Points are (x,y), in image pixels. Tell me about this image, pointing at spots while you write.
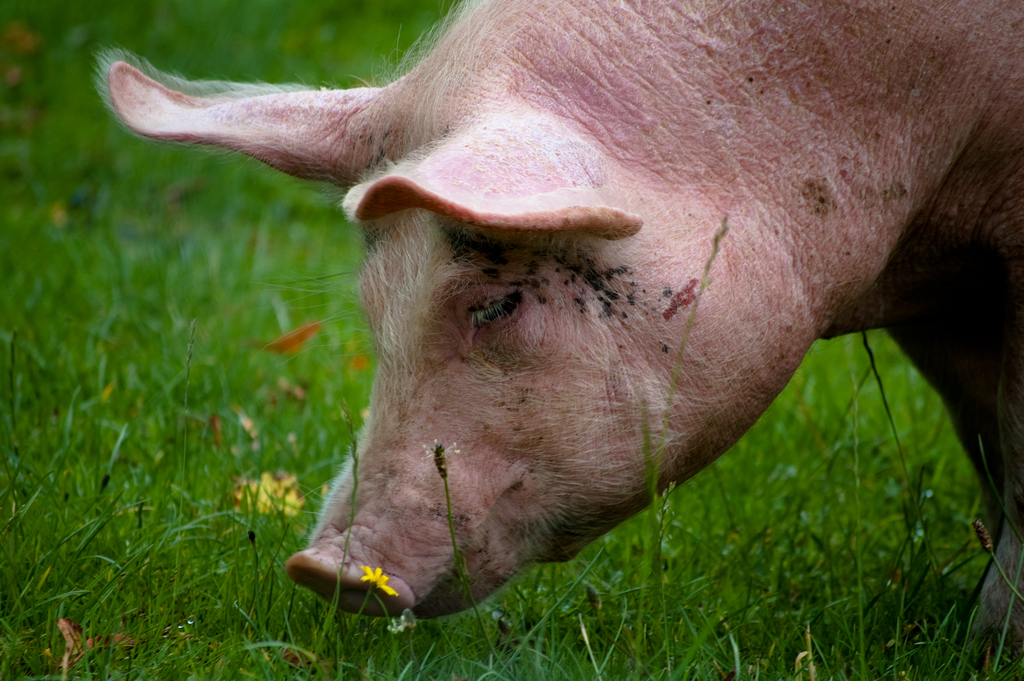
In this image we can see a pig (679,107) on the grass (582,596).
